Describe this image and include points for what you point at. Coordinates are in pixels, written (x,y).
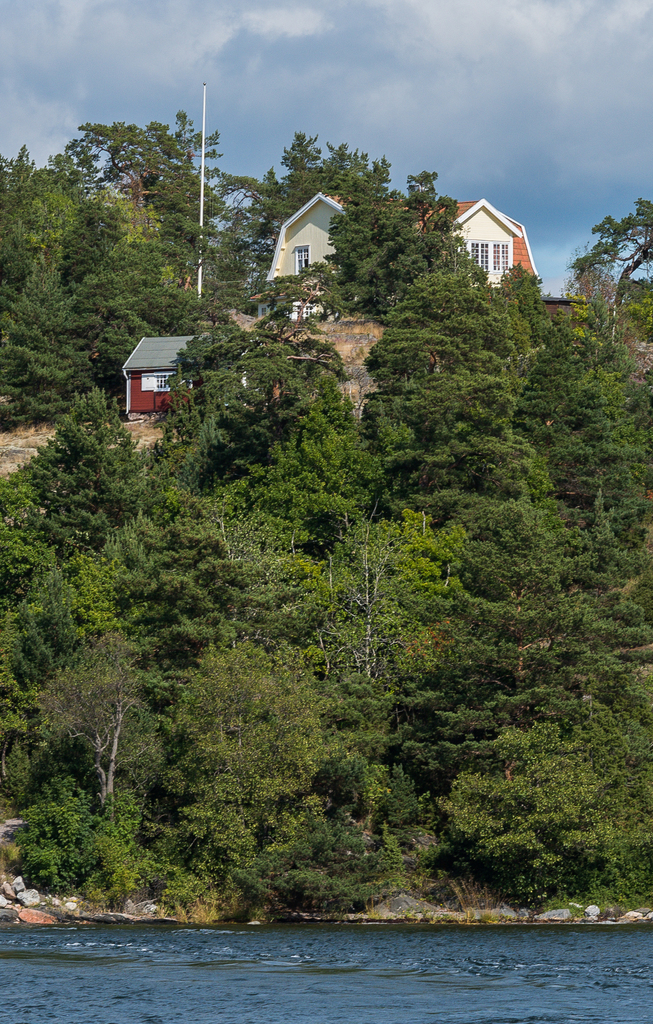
In this image, we can see trees (259,410), sheds (478,229) and there is a pole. At the bottom (335,982), there is water (370,972) and at the top (296,86), there are clouds (289,63) in the sky (244,76).
